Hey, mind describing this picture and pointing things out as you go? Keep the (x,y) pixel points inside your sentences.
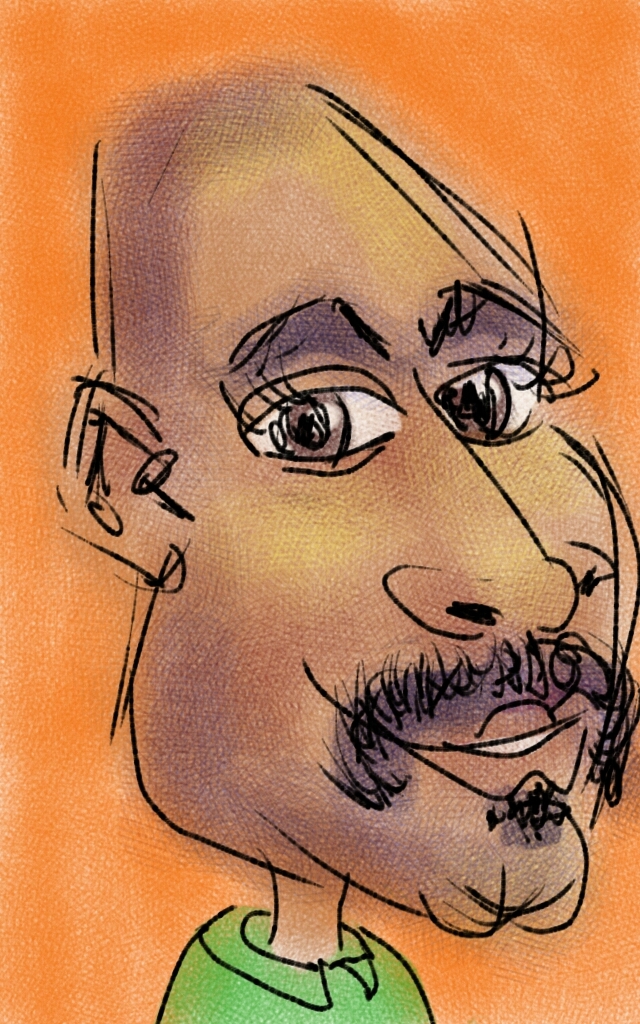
In this image, we can see an art (295,298) contains depiction of a person (364,483).
